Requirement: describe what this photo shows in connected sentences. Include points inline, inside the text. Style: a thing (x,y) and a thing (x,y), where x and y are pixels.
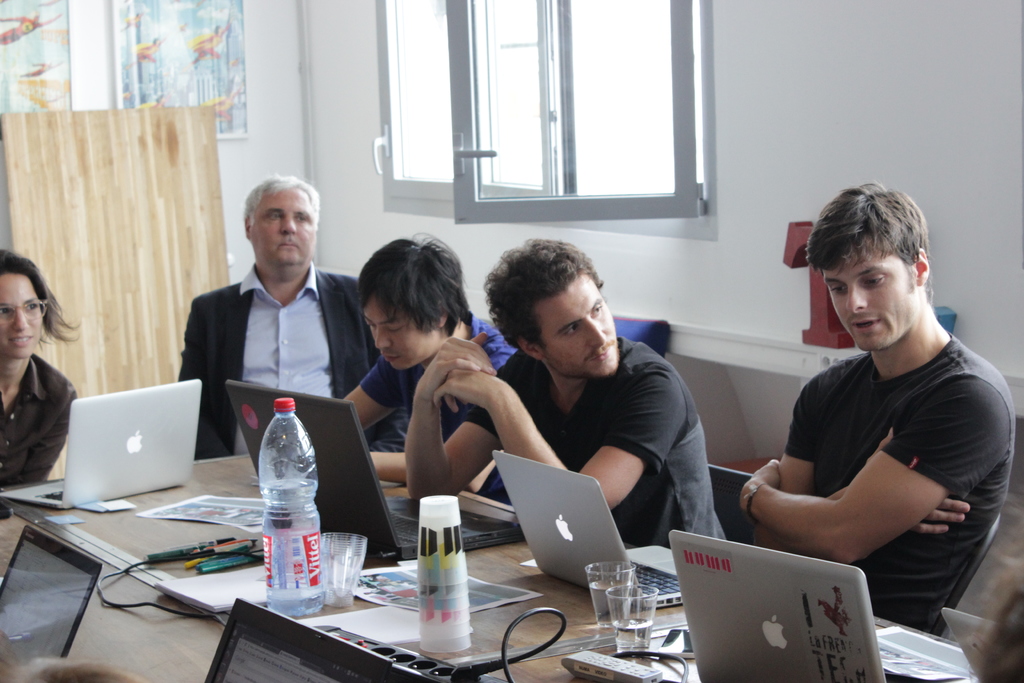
In the foreground of the image (242,479), there are five people (32,373) sitting on the chair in front of the table (242,487), on which laptop (125,460), bottle (278,507), glass (332,533), pen (212,558), pencil (221,549), wires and so on kept. In the background (743,334), there is a wall (751,207) of white in color and a window (597,158) visible. In the left (164,23), wall painting (238,67) is there. This image is taken inside a office campus (599,487).
